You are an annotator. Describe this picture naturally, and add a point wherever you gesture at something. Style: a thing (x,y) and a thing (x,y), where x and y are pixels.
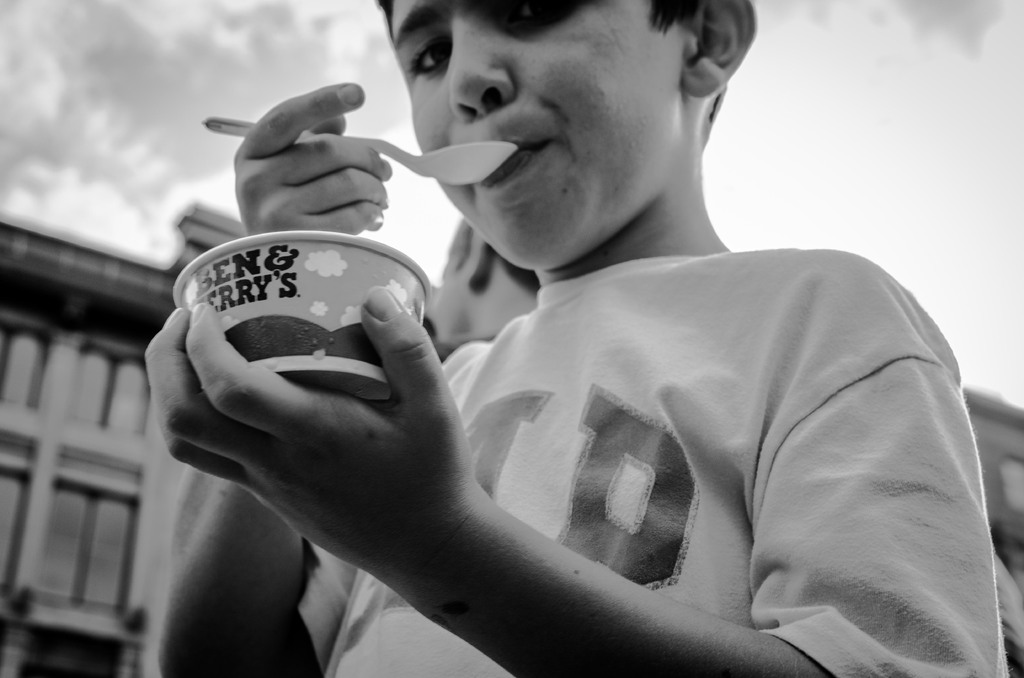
In the foreground (554,58) I can see a boy (605,137) is holding an ice cream bowl (350,278) in hand (392,320) and a spoon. In the background (423,263) I can see buildings (219,214) and the sky (233,108). This image is taken may be on the road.
